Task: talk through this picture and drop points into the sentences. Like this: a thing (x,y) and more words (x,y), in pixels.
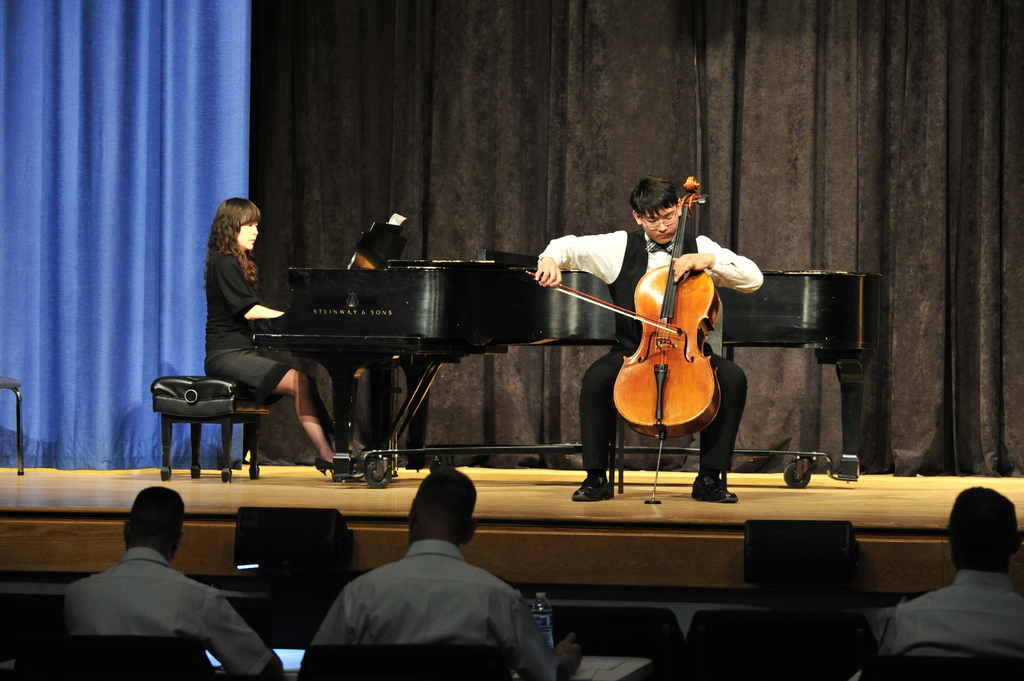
In this picture we can see a women (243,275) and a man (630,266) sitting and playing musical instruments (411,330) on the platform (868,510). On the background (440,116) we can see blue and black colour curtains (256,108). We can see three men (523,614) sitting on chairs (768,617) in front of a table (625,675) and on the table (618,661) we can see paper (637,661) and a bottle (542,613).
